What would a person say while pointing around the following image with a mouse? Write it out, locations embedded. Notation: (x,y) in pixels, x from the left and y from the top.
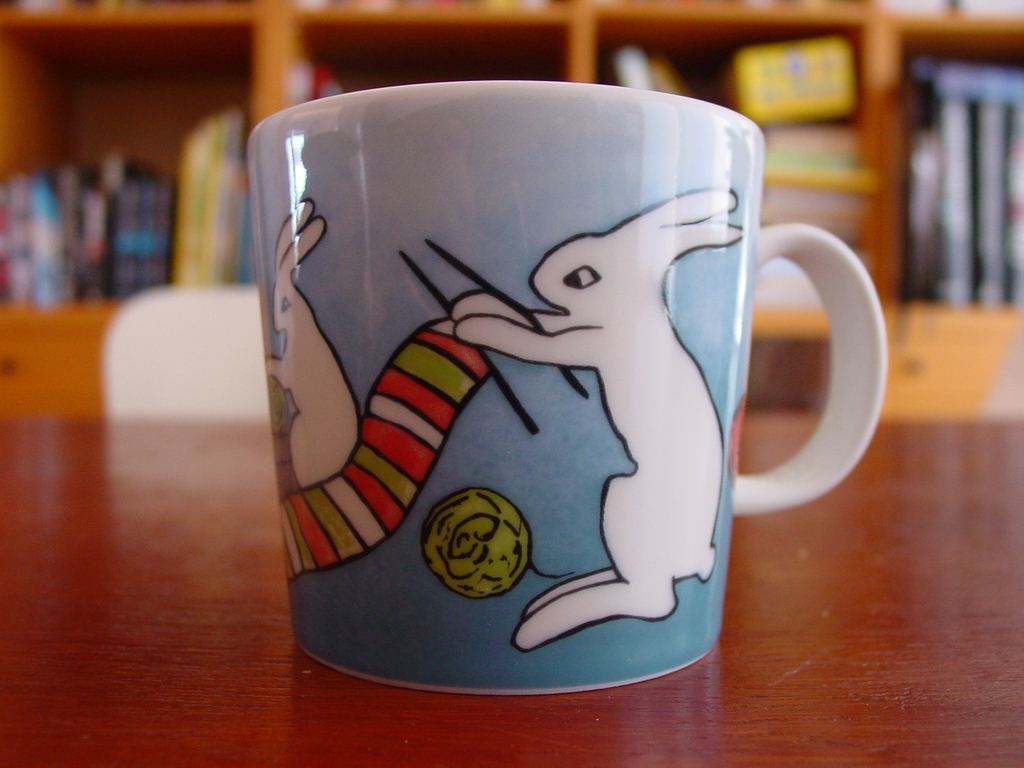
In the foreground of this image (656,493), there is a cup (544,609) on the wooden surface (304,707). In the background (156,327), there is a chair (152,340) and few objects (798,87) and books (955,142) in the shelf (765,32).
